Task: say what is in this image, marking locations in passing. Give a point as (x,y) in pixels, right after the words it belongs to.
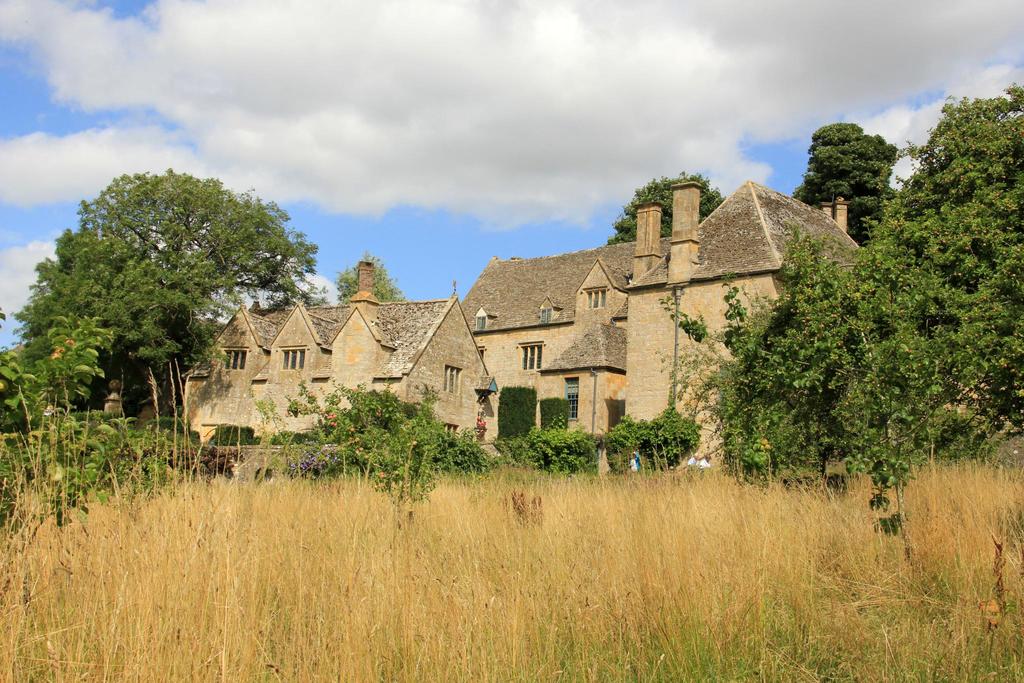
In this image there is grass (187,523), trees (783,456) and a house (556,315), in the background (483,131) there is blue sky (480,109).
